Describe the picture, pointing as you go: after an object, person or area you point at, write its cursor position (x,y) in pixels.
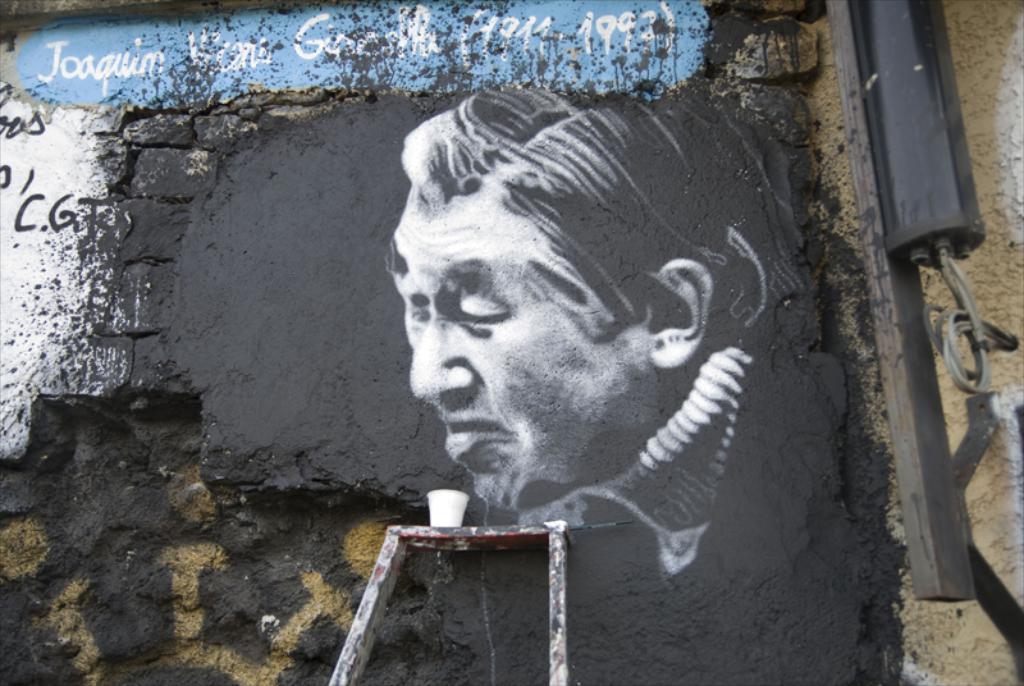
Here I can see the graffiti (464,270) on the wall (117,516). At the top (174,47) I can see some text (355,35). On the right side (904,407) there is a metal rod (942,518) and at the bottom (351,657) I can see a ladder (458,533) on which glass (446,510) is placed.
